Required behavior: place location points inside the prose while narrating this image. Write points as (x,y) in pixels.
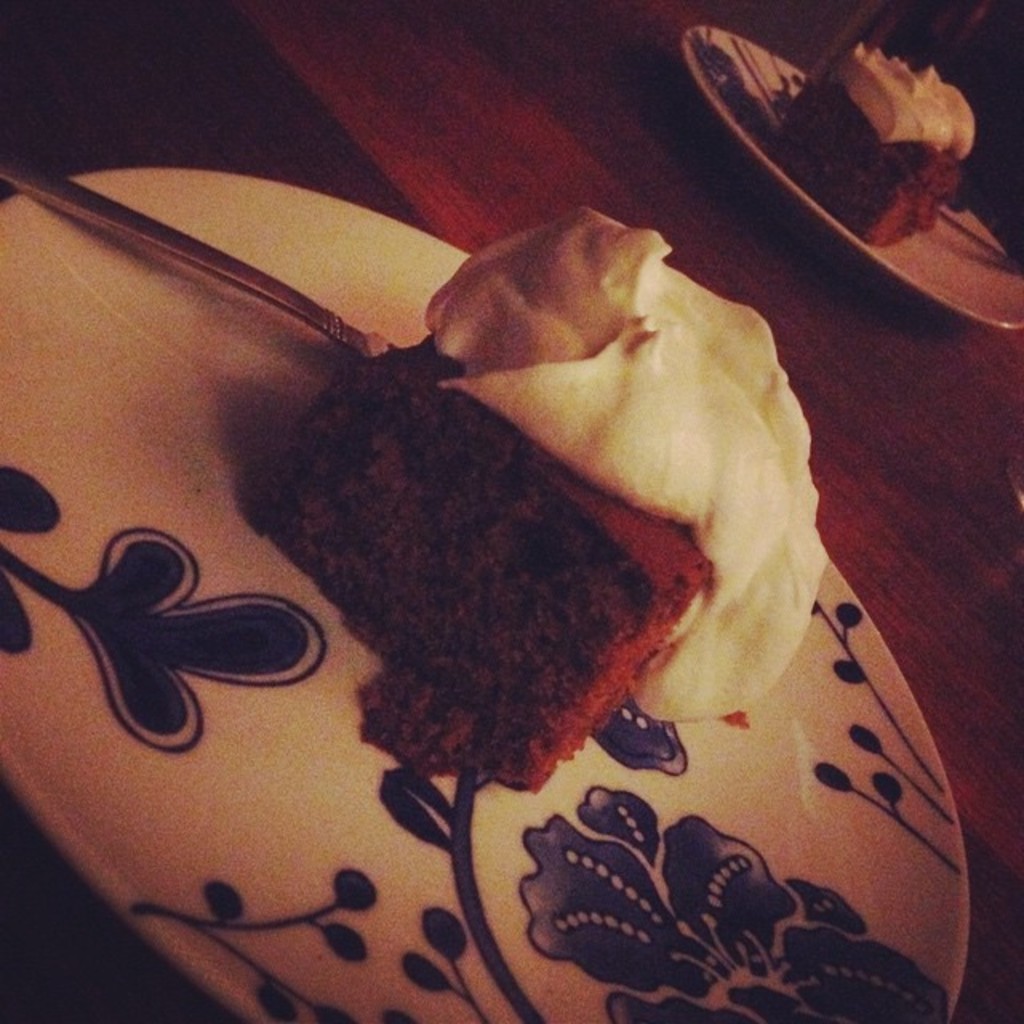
In this picture we can see a table (824,280), on this table (811,257) we can see plates (818,206), spoon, cakes (865,209) with creams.
